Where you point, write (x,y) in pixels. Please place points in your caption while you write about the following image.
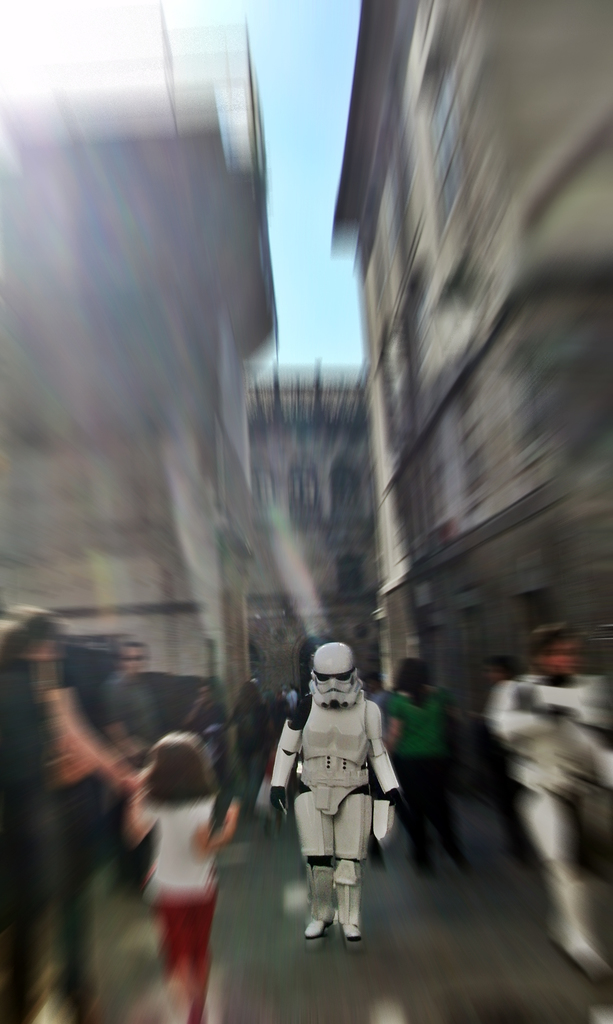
In the middle of the picture (326,669) we can see a robot (327,794). The picture is blurred. In the background (497,467) there are buildings (309,462). Towards left (164,841) there are people (164,770).
